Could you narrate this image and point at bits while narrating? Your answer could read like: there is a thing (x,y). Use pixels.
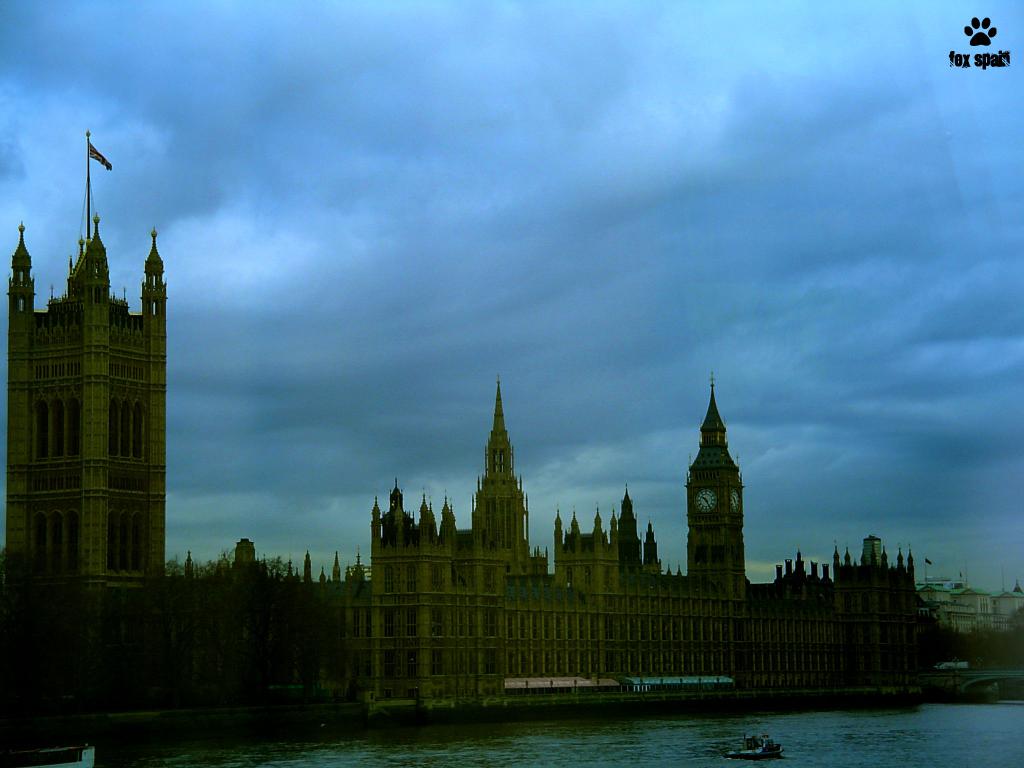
In this image I can see few buildings (490,592). I can also see a clock tower (711,554), background (799,425) I can see sky (418,248) in blue color.
